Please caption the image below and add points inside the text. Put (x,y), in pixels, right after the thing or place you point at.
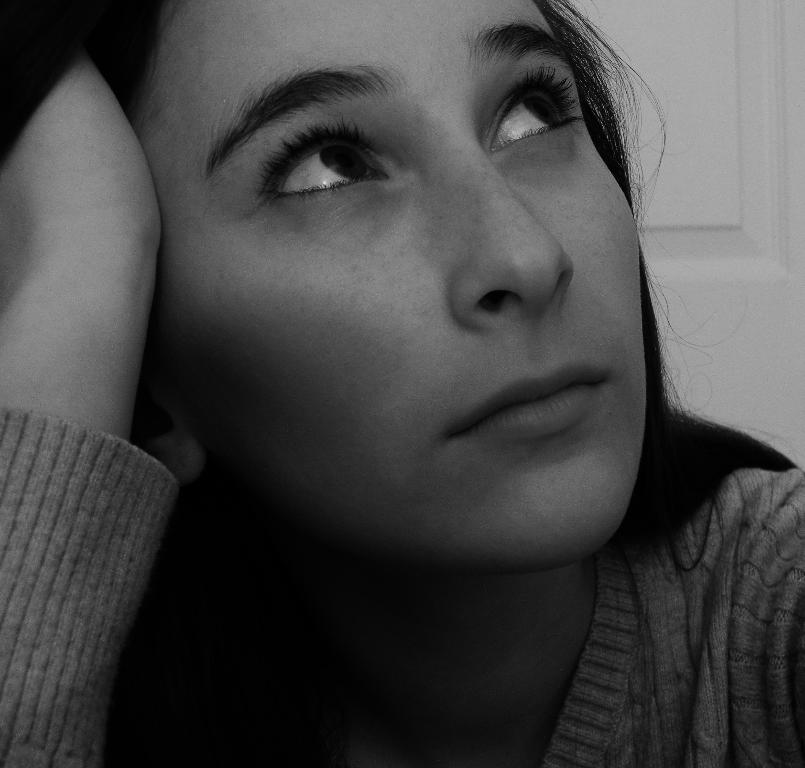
In this image we can see a lady (479,432). In the background (746,385) there is a door (718,284).
